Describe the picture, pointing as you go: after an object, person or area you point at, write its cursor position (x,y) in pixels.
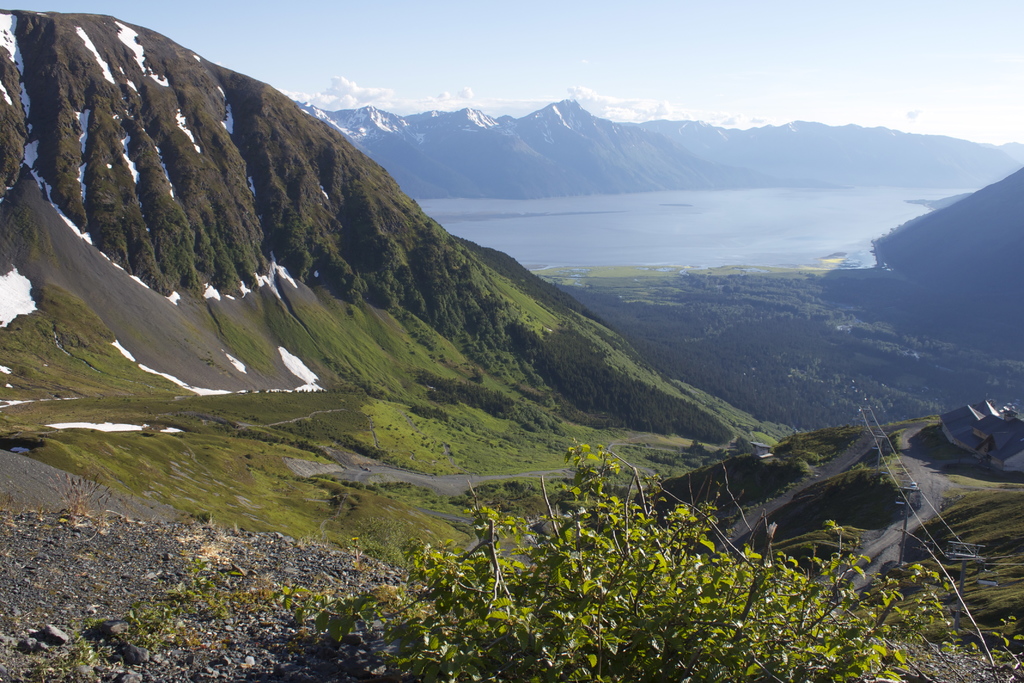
In this image we can see cloudy sky (620,90), mountains (327,375) and the river (827,232). There is some snow (22,280) over the mountains (578,355). So many trees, bushes (633,557), grass (362,352) is there. Three current poles (881,453) and wires (888,459) are there. Small houses (996,453) are there.
